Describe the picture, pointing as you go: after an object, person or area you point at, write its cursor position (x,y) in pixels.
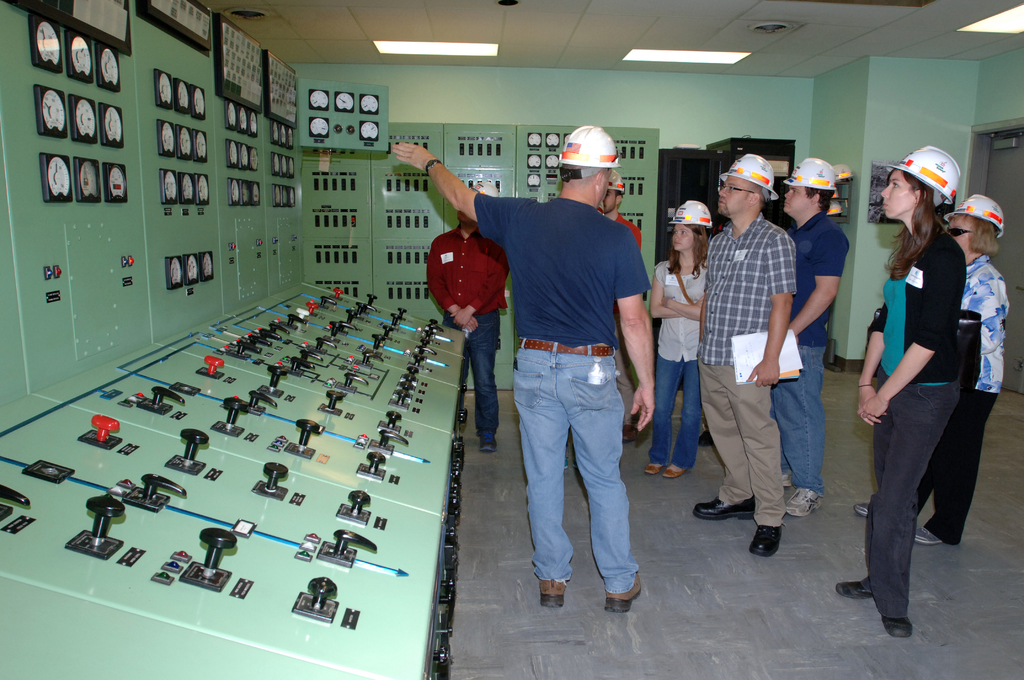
In this image few people (726,315) are standing on the floor (740,561). They are wearing caps (689,209). A person (744,242) wearing spectacles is holding a book (755,345) in his hand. Left side (36,603) there is a machine (270,193). Few meter indicators (277,200) are on the machine (341,209). Top of the image (1006,12) few lights (675,52) are attached to the roof (655,44). Right side (1012,171) there is a door (997,166) to the wall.
